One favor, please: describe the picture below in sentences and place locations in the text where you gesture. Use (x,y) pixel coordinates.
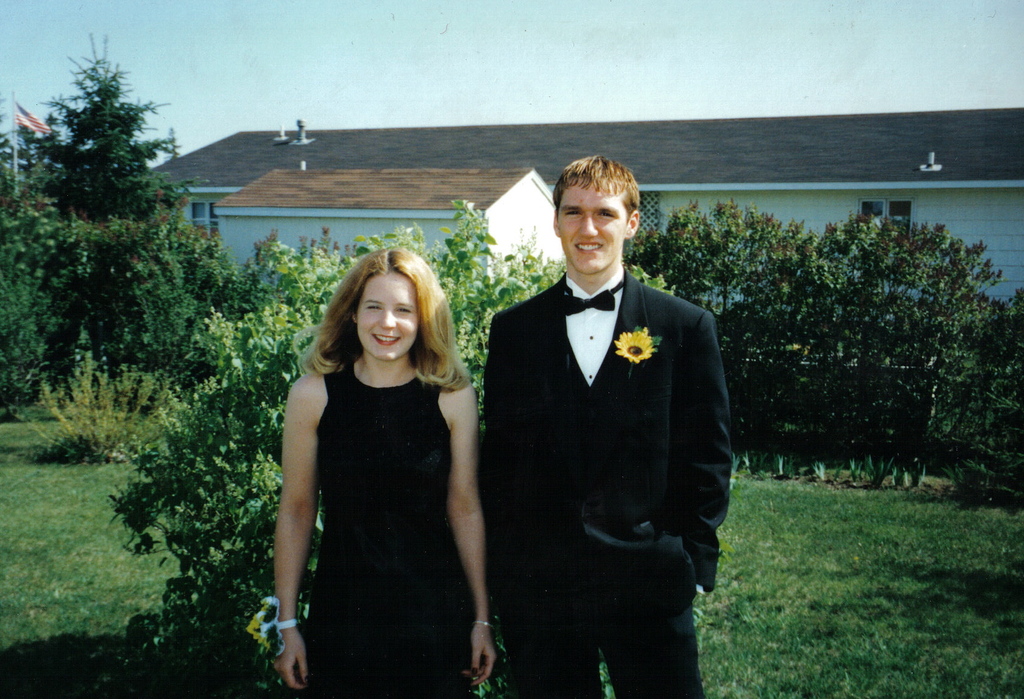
This image consists of two persons (380,492). Both are wearing black dress (500,550). In the background (182,287), there are plants (57,203) along with a house (307,152).
